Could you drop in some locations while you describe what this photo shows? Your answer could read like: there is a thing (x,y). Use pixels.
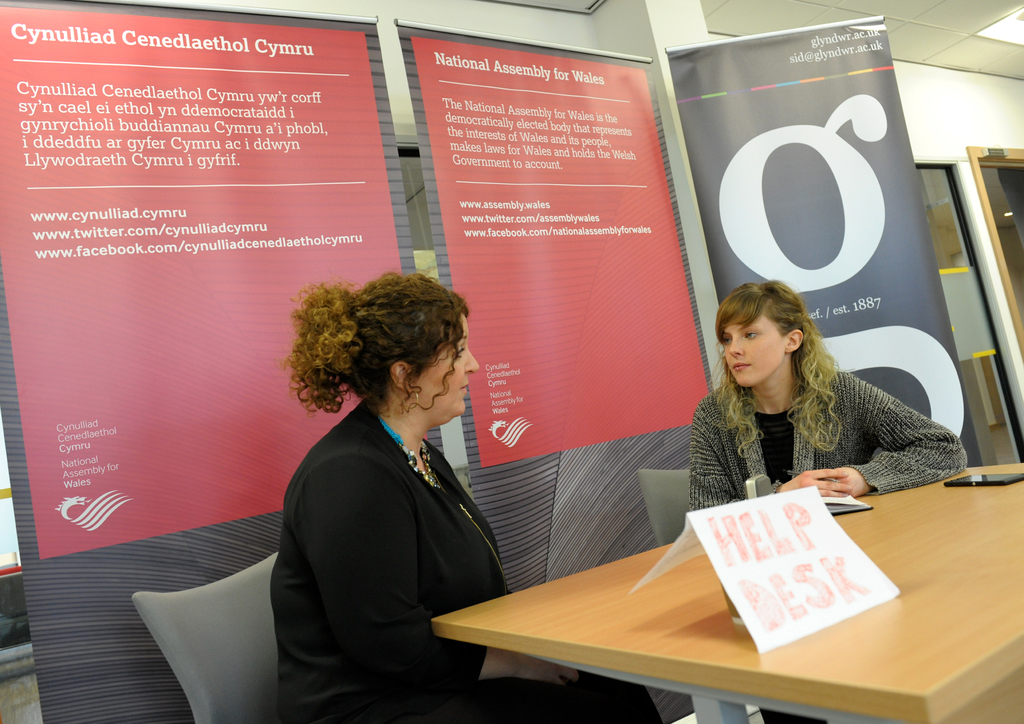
In this image there are two lady persons (794,447) sitting on the help desk (701,620) and there is a phone (981,478) on the right side of the image (980,474) and at the background (573,445) there is a banner (356,180).
